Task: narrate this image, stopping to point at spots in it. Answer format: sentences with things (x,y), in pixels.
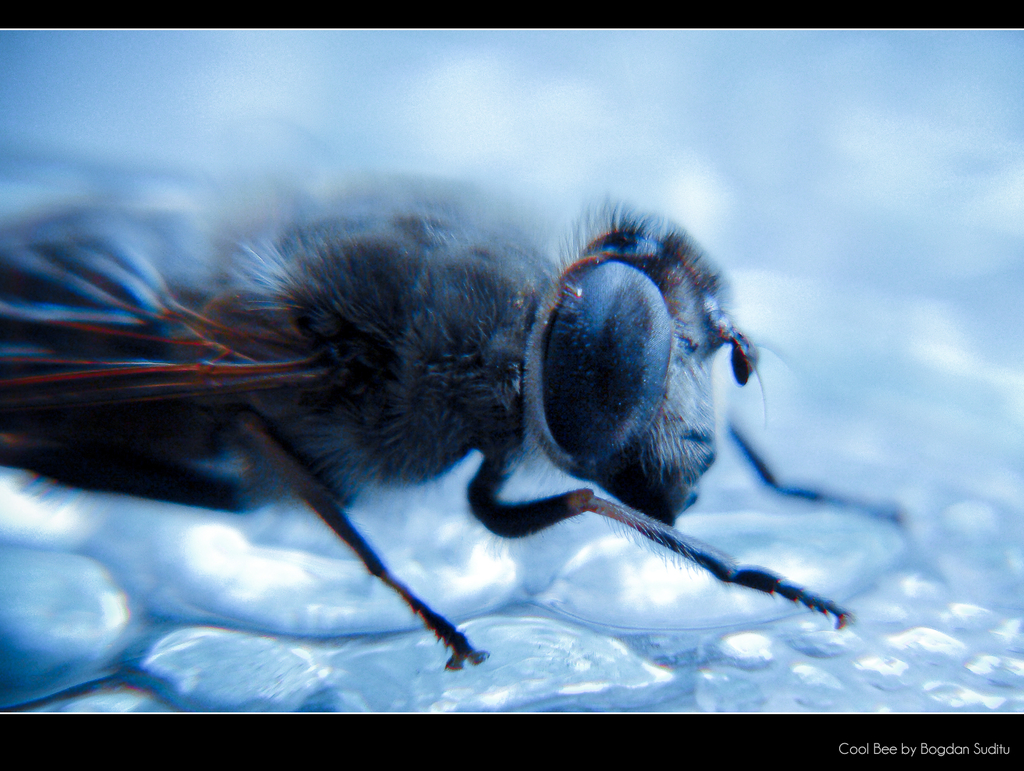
In this image there is an insect (459,395) towards the left of the image (302,312), there is water (627,607) on the ground (739,621), there is text (903,744) towards the bottom of the image (912,744).
